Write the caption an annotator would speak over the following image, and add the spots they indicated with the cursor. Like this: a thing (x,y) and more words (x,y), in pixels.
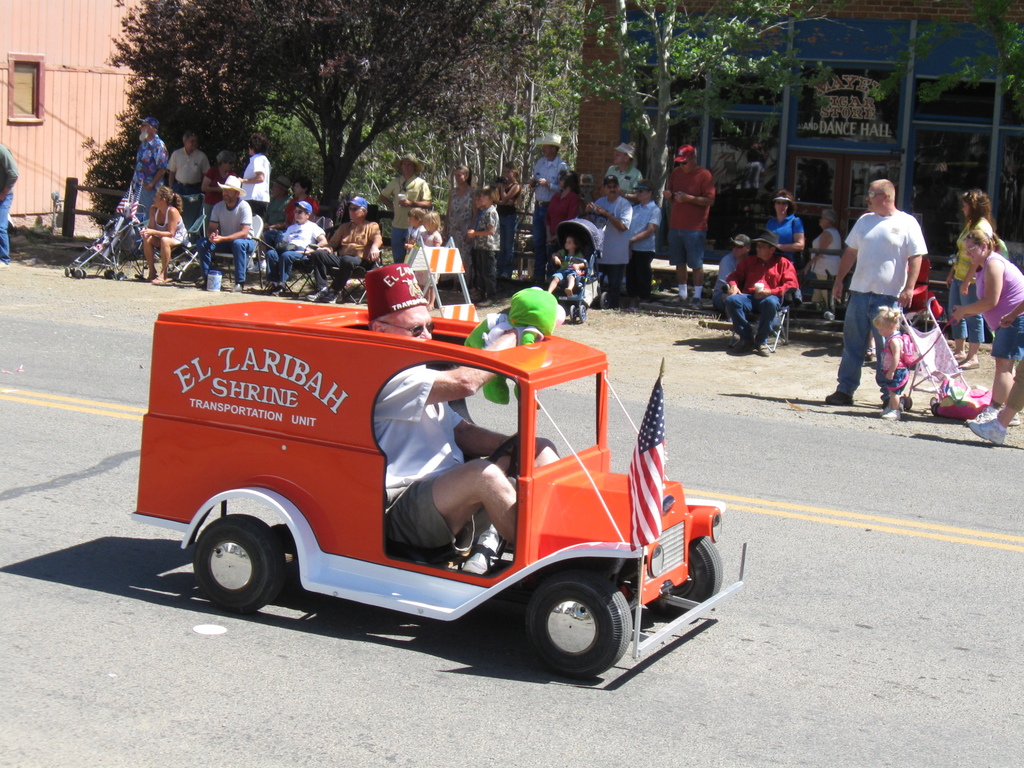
I can see a person (431,446) driving a mini car (373,504). This is the flag (647,465) hanging to the pole (661,383). I can see few people (379,234) sitting and few people (626,214) standing. Here is a baby (574,246) sitting in the stroller (588,243). These are the trees (266,95). This looks like a building (844,132) with the glass doors (818,162). I can see another stroller (923,345) here.
